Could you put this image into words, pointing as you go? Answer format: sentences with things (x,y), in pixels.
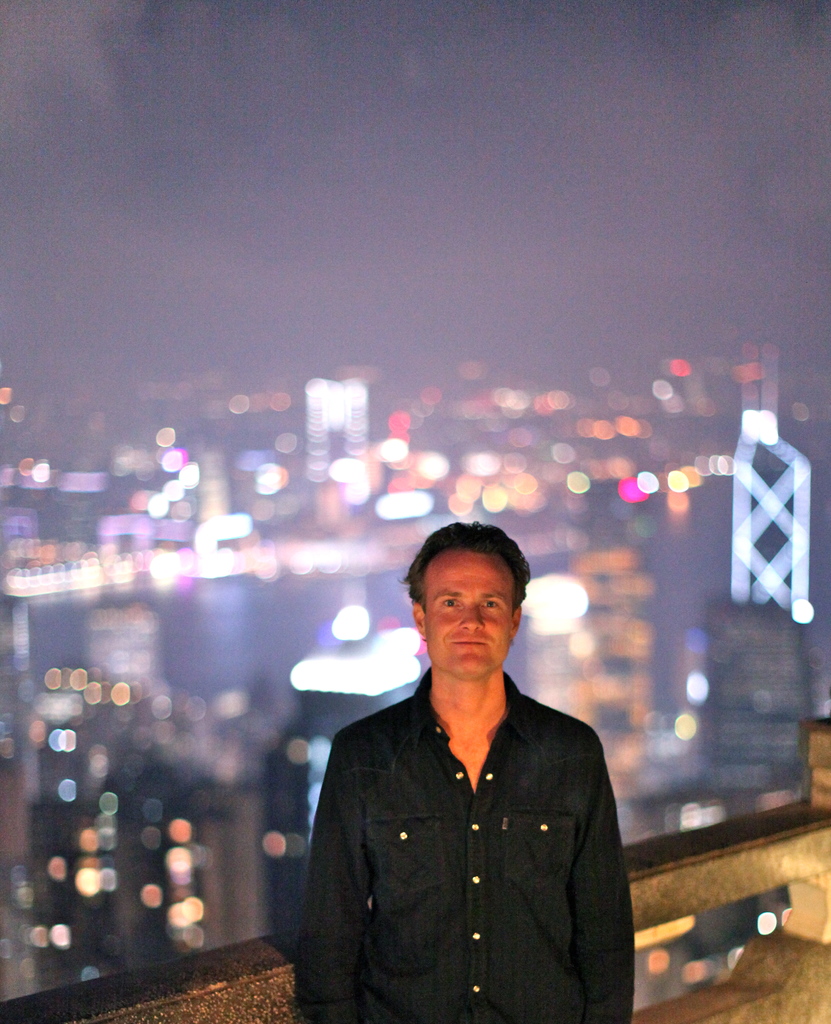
In this image, we can see a person (528,927) is seeing, smiling and standing near the railing (753,874). Background (820,607) there is a blur view. Here we can see few lights (792,608) and sky (459,230).
